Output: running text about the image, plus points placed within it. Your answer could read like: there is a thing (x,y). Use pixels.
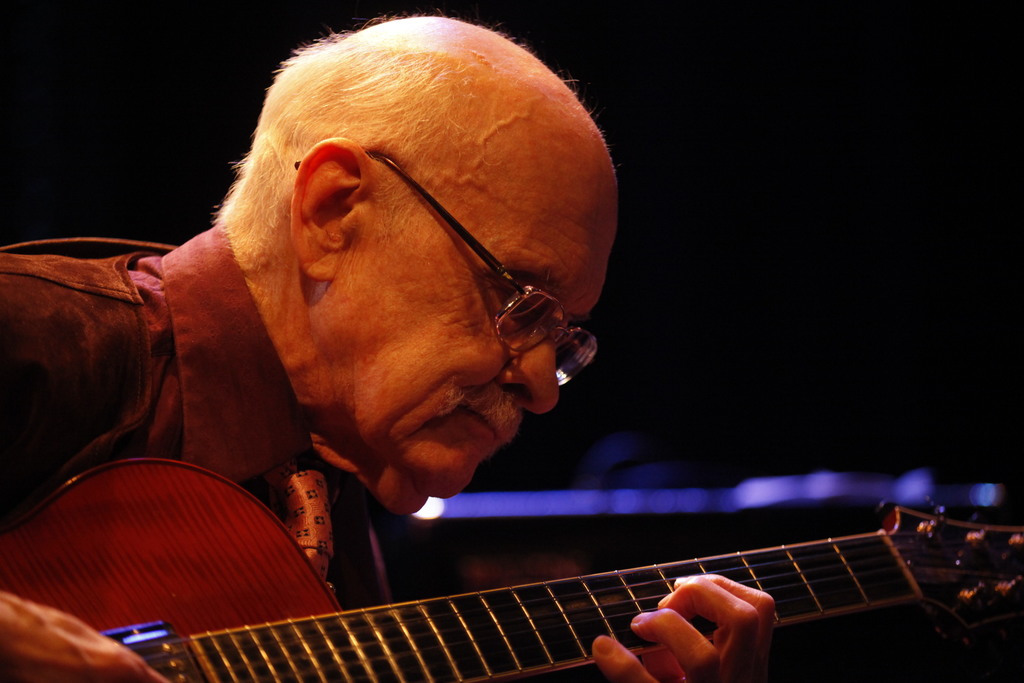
In this image we can see a man (418,335) wearing specs (514,302). He is holding a guitar (212,591). In the background (525,14) it is dark.
